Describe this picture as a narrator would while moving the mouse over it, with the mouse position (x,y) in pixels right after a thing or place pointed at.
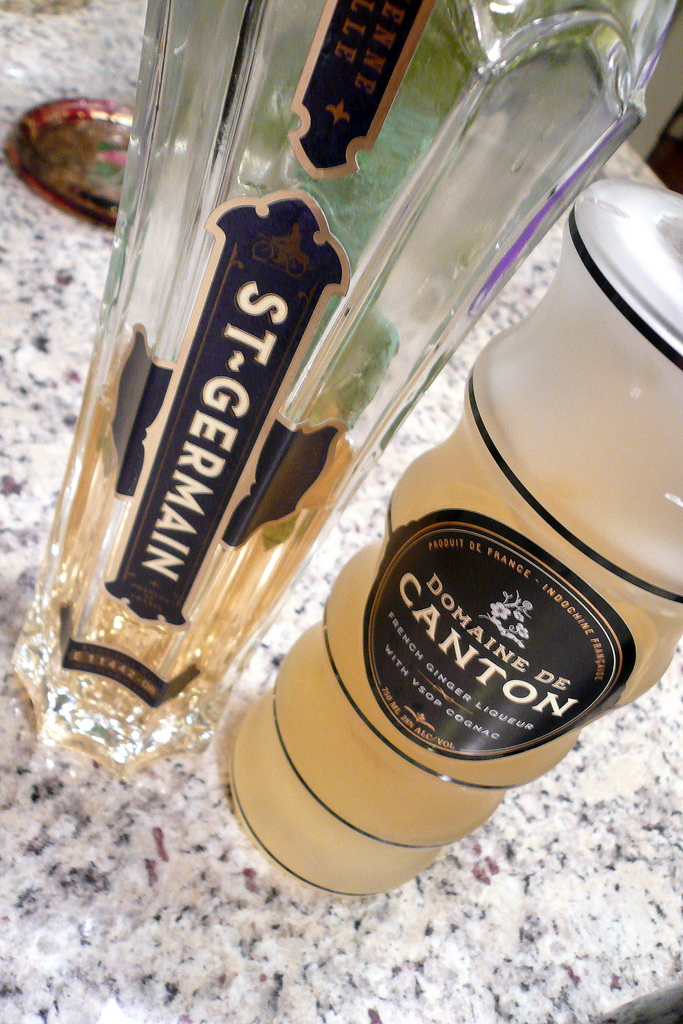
In this picture we can see bottle (564,659) with sticker (471,584) to it and a bottle (351,180) with drink (282,452) in it and this two are placed on a countertop (132,804) and in background (86,124) we can see some plate (86,139).
